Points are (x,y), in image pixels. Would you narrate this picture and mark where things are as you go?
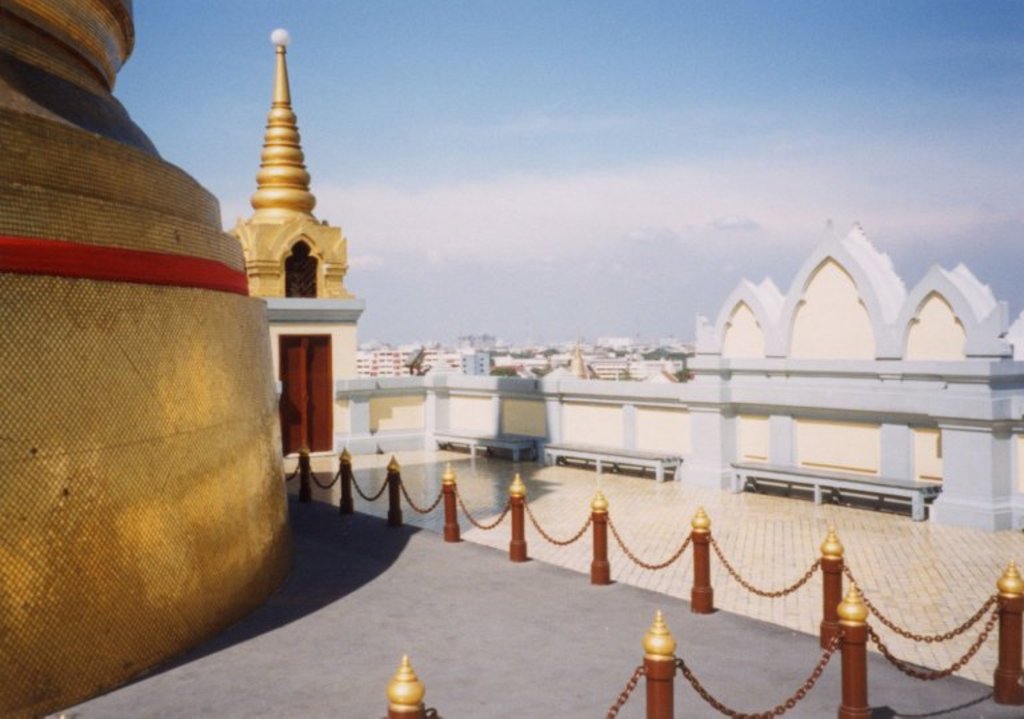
It is the picture of a terrace (463,471) of some architecture (442,392) and in the background (515,358) there are many buildings (552,353).
